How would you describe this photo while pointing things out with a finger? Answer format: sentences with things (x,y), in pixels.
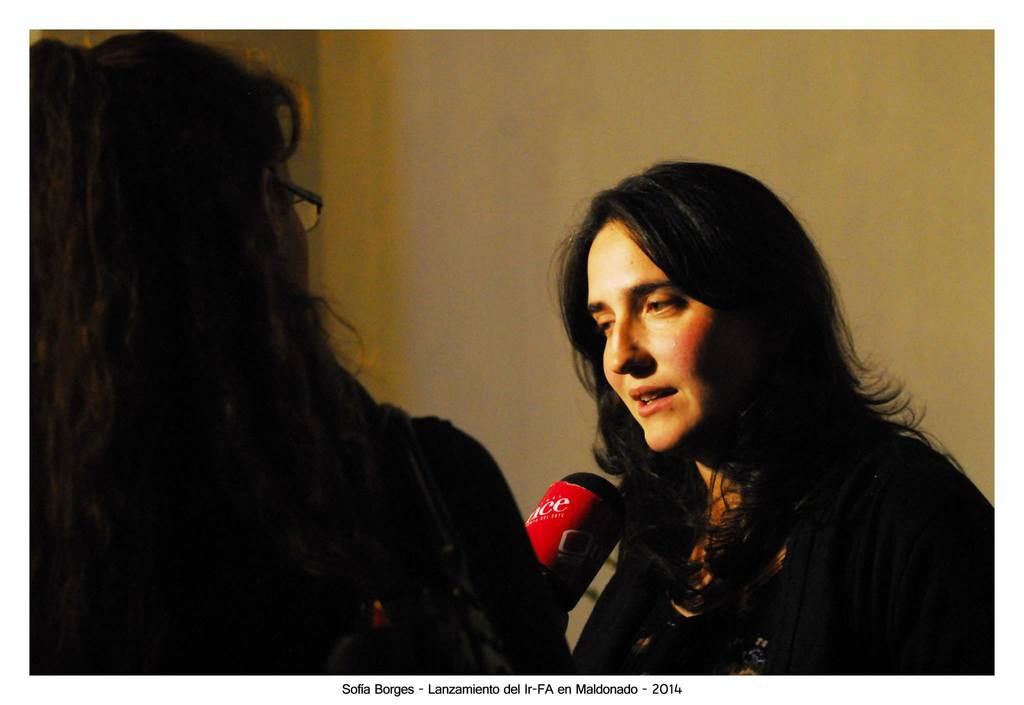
In this image, there are two women (296,526). In the background (426,344), there is a wall (540,81). At the bottom of the image (347,683), I can see the watermark (398,686).
